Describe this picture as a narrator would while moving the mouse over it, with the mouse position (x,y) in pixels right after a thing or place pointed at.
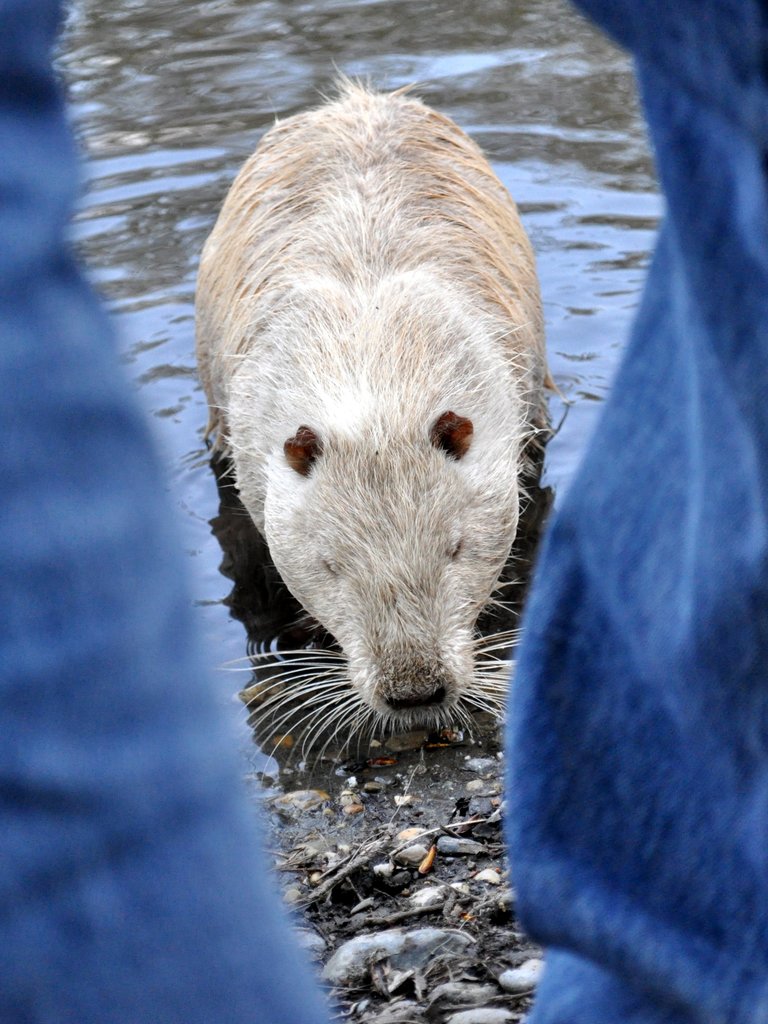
In the foreground (625,806), I can see a person's legs (29,495). In the background (428,225) there is an animal (333,267) in the water (222,185) and also I can see the stones (417,966) on the ground (355,864).
